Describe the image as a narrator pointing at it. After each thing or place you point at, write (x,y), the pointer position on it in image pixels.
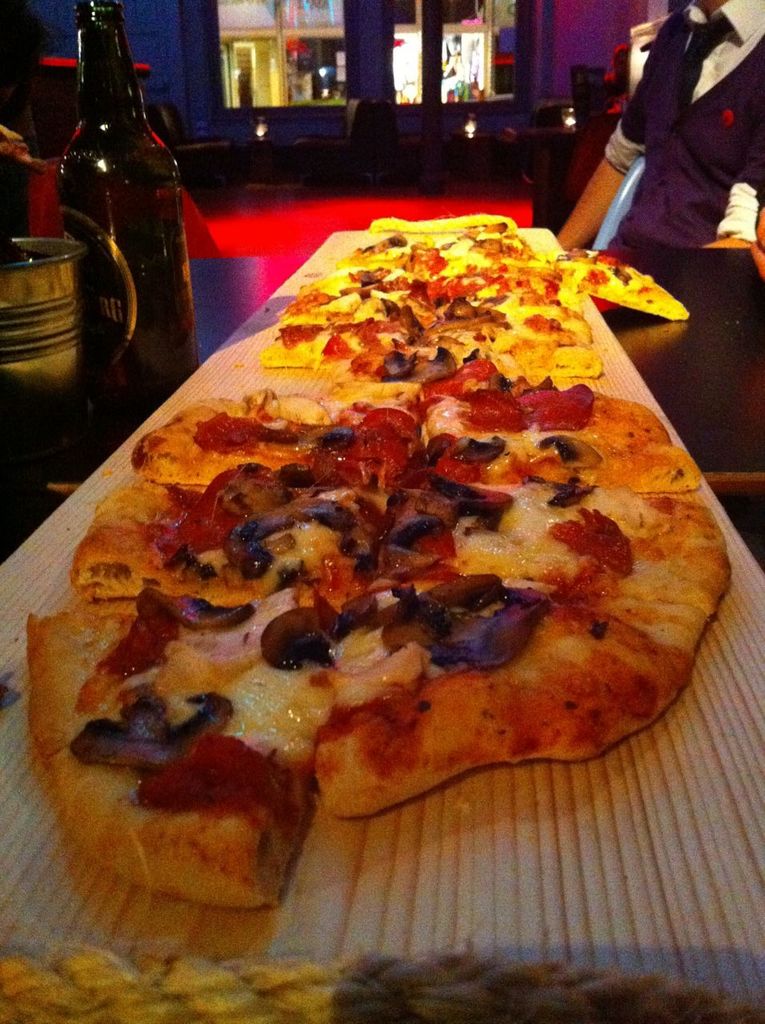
Here is the pizza (454,313) on the table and beside a wine bottle (155,319) on it, and at back (720,136) there is the person (638,124) sitting on the chair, and here is the window glass (319,88).
